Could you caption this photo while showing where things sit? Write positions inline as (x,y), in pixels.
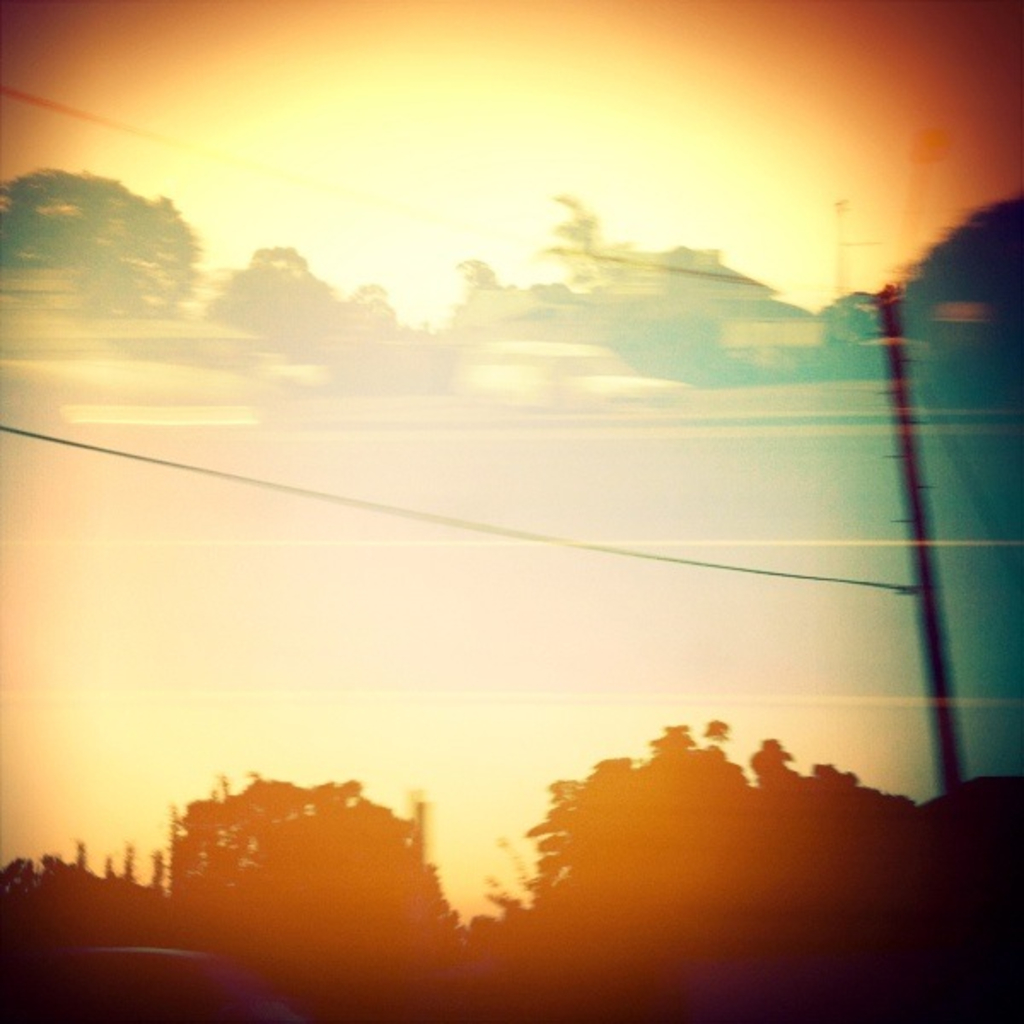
In this picture we can see trees (698,841) at the bottom (285,856), on the right side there is a pole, we can see the sky (474,568) in the background (362,572).
